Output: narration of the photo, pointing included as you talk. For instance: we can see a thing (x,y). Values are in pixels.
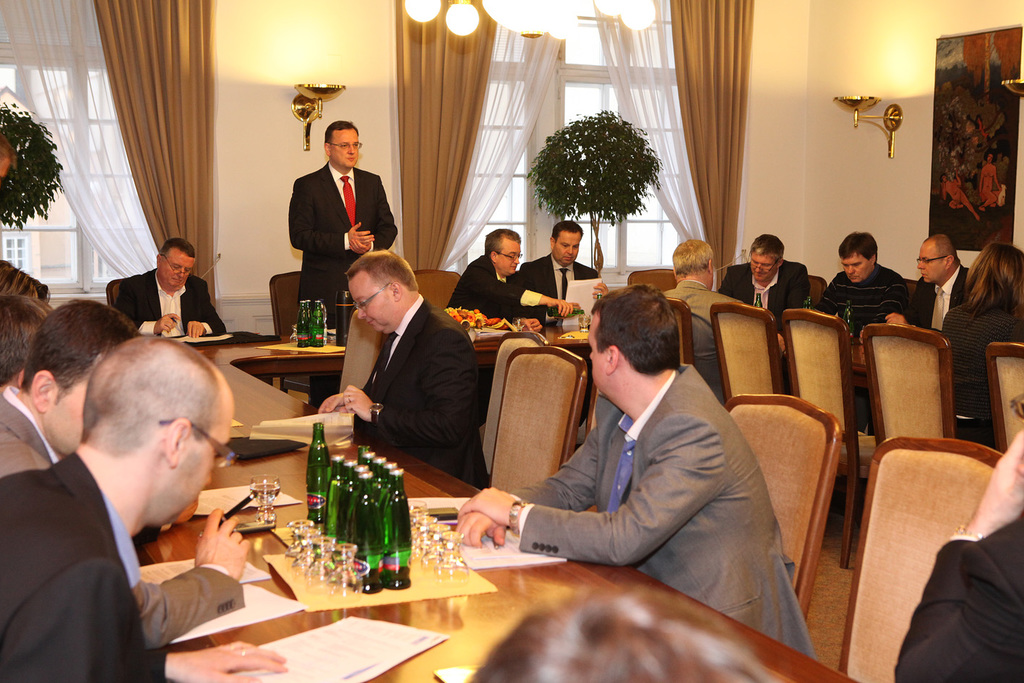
In the image few people (647,303) are sitting on chairs (927,551) and there are some tables (467,609). On the table (464,646) there are some bottles (406,537) and glasses (431,537) and papers (242,497). In the middle of the image (364,246) a man (331,302) is standing behind him there is a wall (770,136) and there are two windows (590,98) and curtain (500,29). In the middle of the image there is a plant (584,127). Top right side of the image (855,141) there is a wall (855,141) on the wall (895,205) there is a frame (988,207) and light (856,124).
